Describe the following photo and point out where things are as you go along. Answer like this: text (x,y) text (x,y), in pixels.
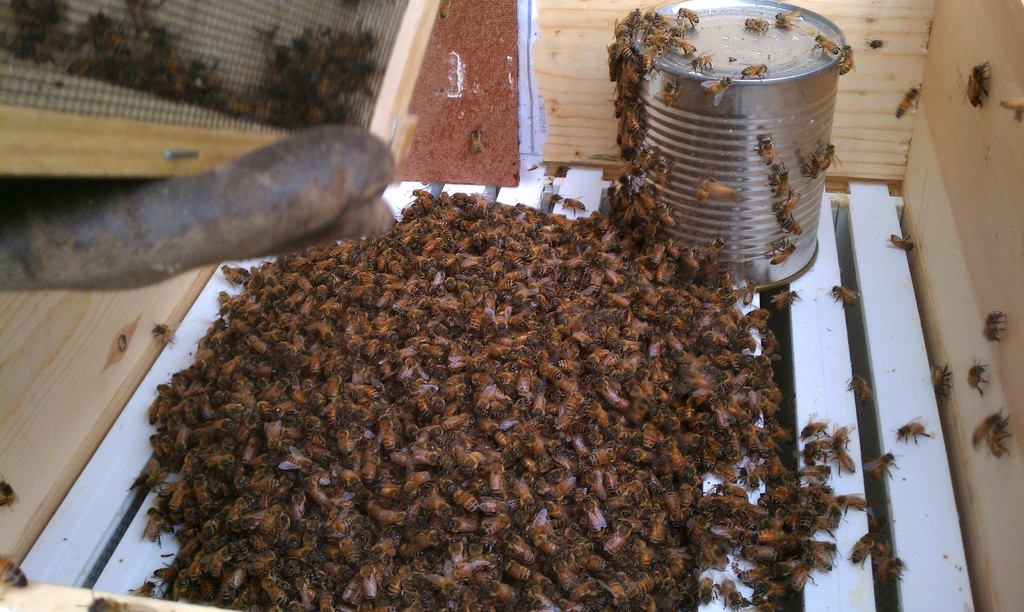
In the center of the image (528,301) there are honey bees (382,301). There is a tin (692,238).
